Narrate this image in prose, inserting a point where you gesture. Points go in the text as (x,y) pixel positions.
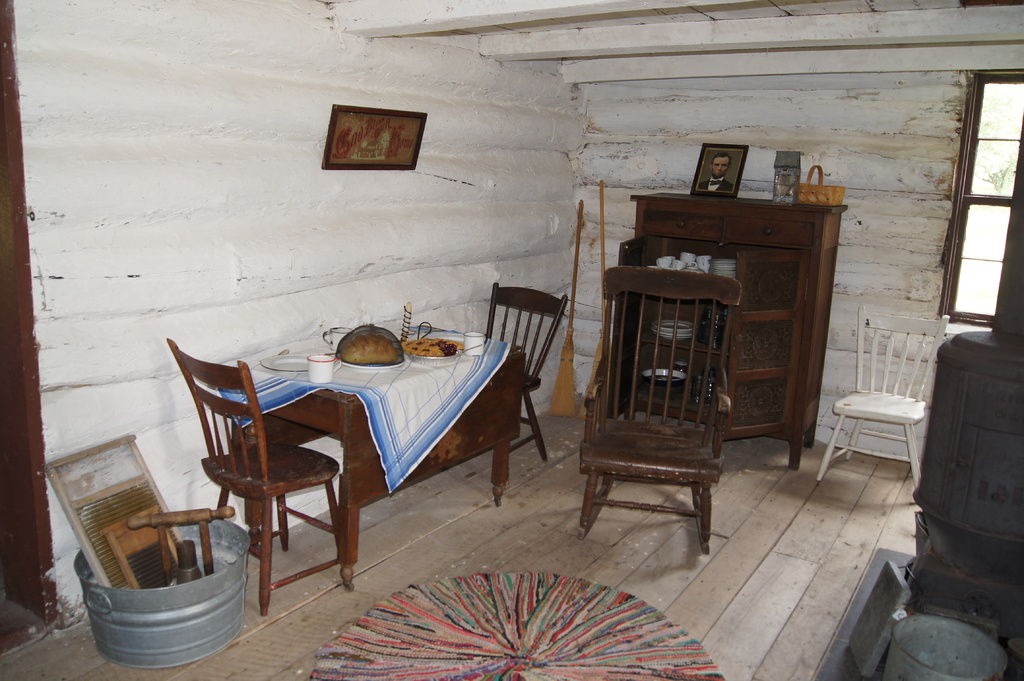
In this picture, we can see the inside view of the room (706,544), and we can see the ground (827,615) with some objects (547,676) like table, chairs (299,574), cupboard (672,219), mat (532,671) and we can see some container (235,584) and some objects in it, we can see some objects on the table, broomstick (568,341), and we can see the wall (522,168) with windows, photo frame (401,139), and we can see some object (1,502) on the left side of the picture (14,379).
